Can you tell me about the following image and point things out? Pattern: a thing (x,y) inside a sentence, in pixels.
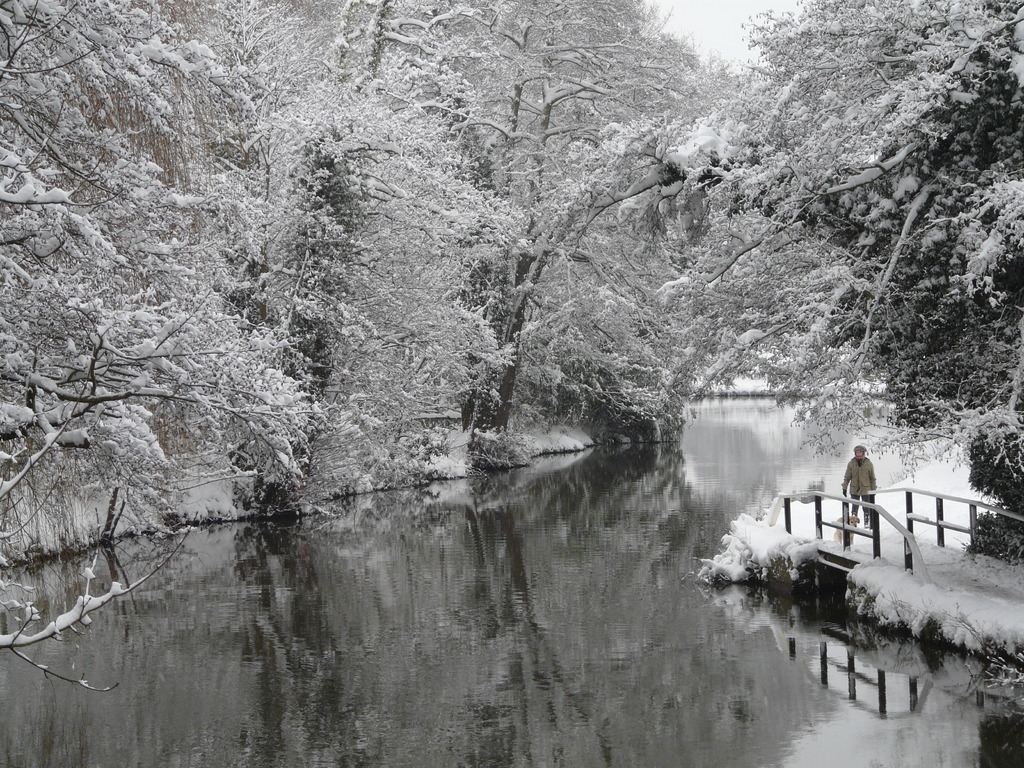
In this image we can see a person (867,470) standing on the bridge (873,539) which is covered with the snow (991,590). We can also see the trees (446,162) which are fully covered with the snow (573,190). At the bottom (214,712) we can see the water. Sky (702,35) is also visible in this image.
